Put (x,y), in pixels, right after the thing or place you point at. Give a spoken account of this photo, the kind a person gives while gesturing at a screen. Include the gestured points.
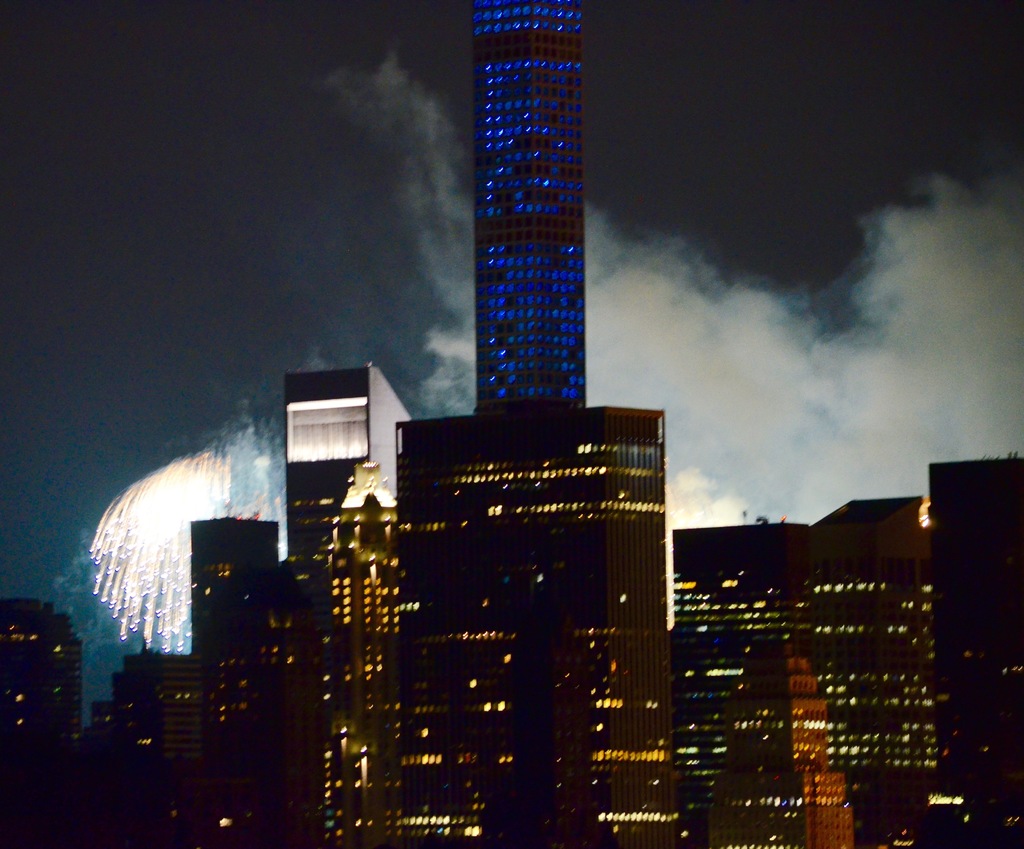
In this image there are buildings (598,645) and we can see lights (902,604). In the background (236,479) there are fireworks (189,548) and smoke (765,449). There is sky (207,310).
